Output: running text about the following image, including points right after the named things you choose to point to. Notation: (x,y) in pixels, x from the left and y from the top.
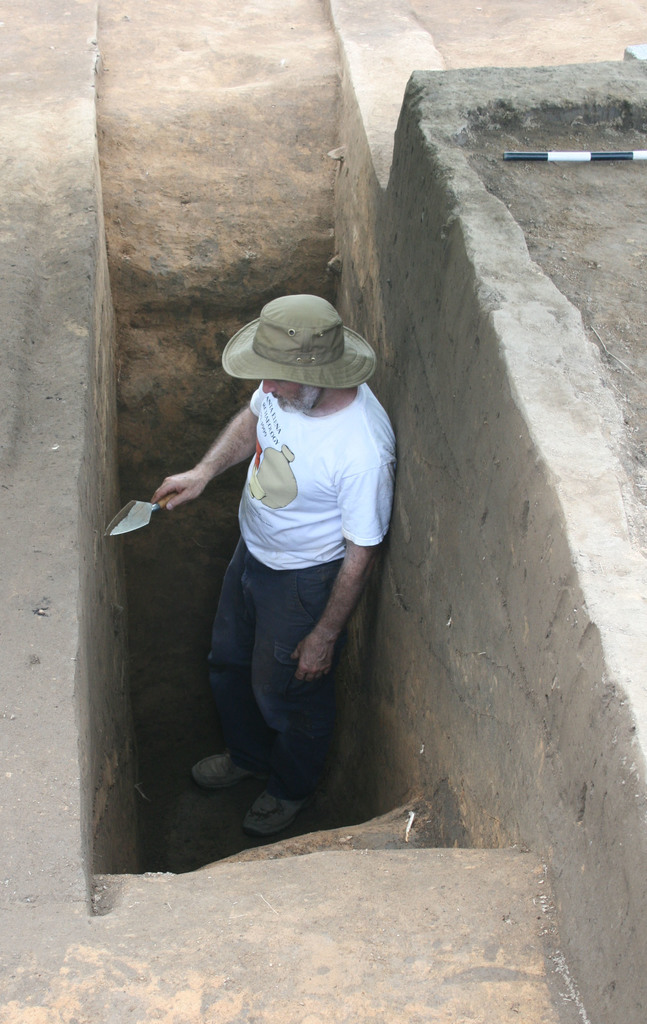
In this picture I can observe a man (261,709) standing in this path (214,722). He is wearing white color T shirt (308,466) and a hat (295,344) on his head (277,383). There is a floor (154,103) which is in cream color.
